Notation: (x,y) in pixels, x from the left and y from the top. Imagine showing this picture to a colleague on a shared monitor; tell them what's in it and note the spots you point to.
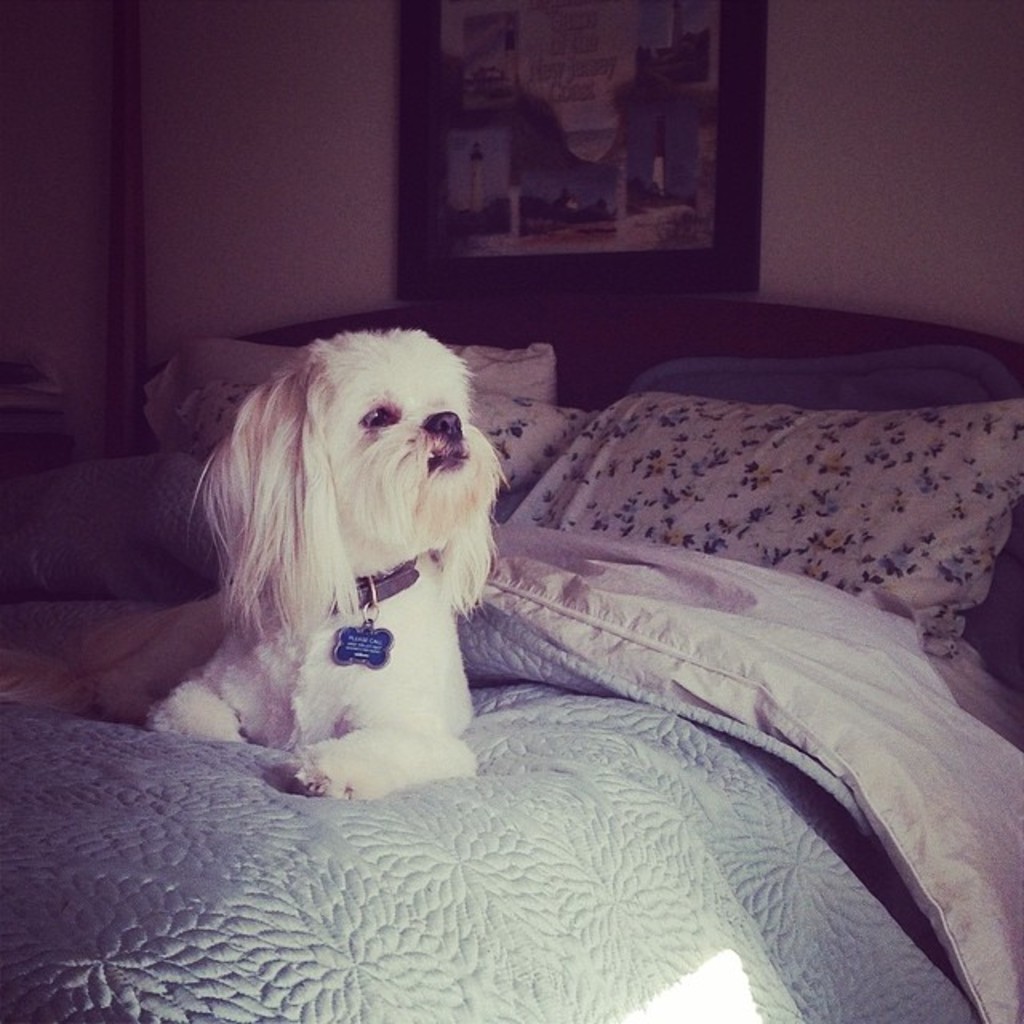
In this image there is a dog (268,694) sitting in a bed (707,576), there is blanket (641,655), pillow (956,482), frame (591,6) attached to wall (806,20).
